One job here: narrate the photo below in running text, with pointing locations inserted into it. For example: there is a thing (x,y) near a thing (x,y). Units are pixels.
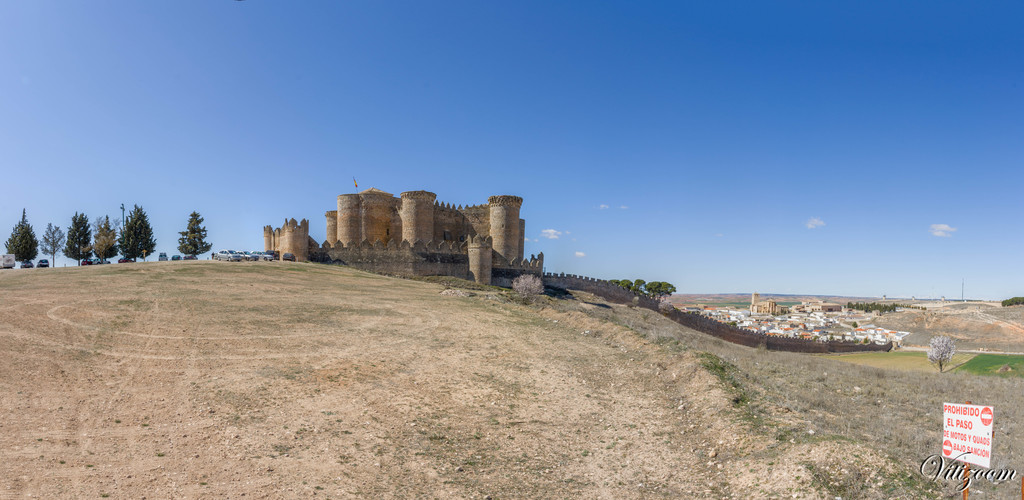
In this image in the background (364,254) there is a castle (381,242), there are trees (149,241), cars (46,261) and there are buildings (759,311). On the right side (963,355) there's grass (984,363) on the ground (986,381). In the front (974,447) on the right (973,450) there is a board (967,450) with some text (967,451) written on it.
